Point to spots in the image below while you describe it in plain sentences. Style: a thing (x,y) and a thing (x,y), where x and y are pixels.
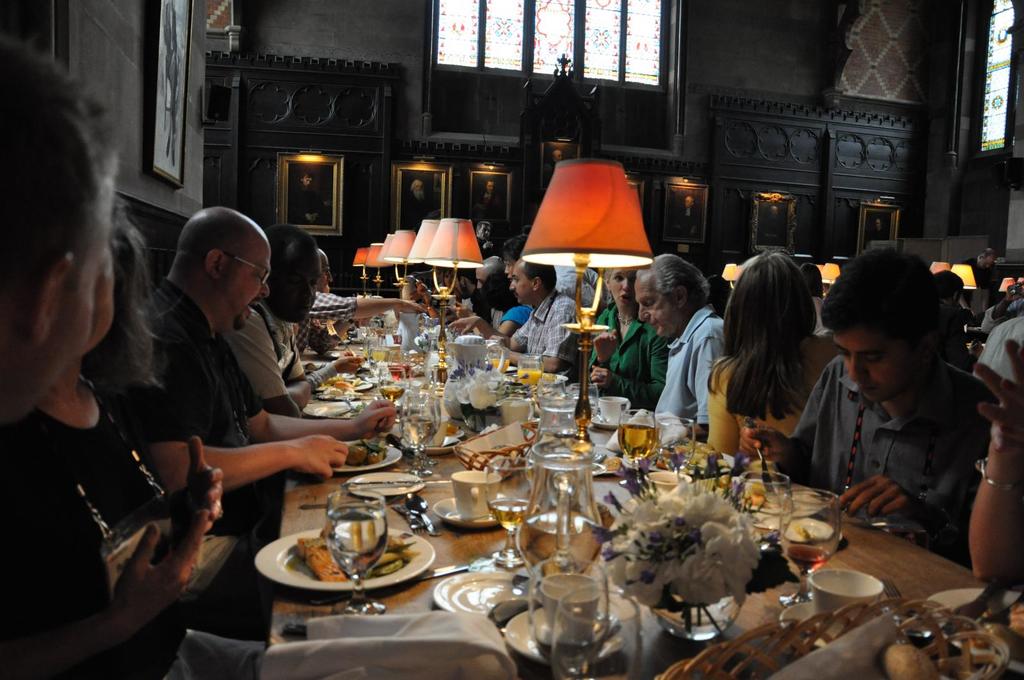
In this image we can see many people (885,398) are sitting around the table (389,502). We can see plates (275,563) with food (309,548), glasses (338,556), jars (535,517), cups (479,495), spoons (428,523) and forks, flower vases (692,508) and lamps (621,246) on the table (396,517). In the background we can see photo frames (160,126) on the wall (866,169).
